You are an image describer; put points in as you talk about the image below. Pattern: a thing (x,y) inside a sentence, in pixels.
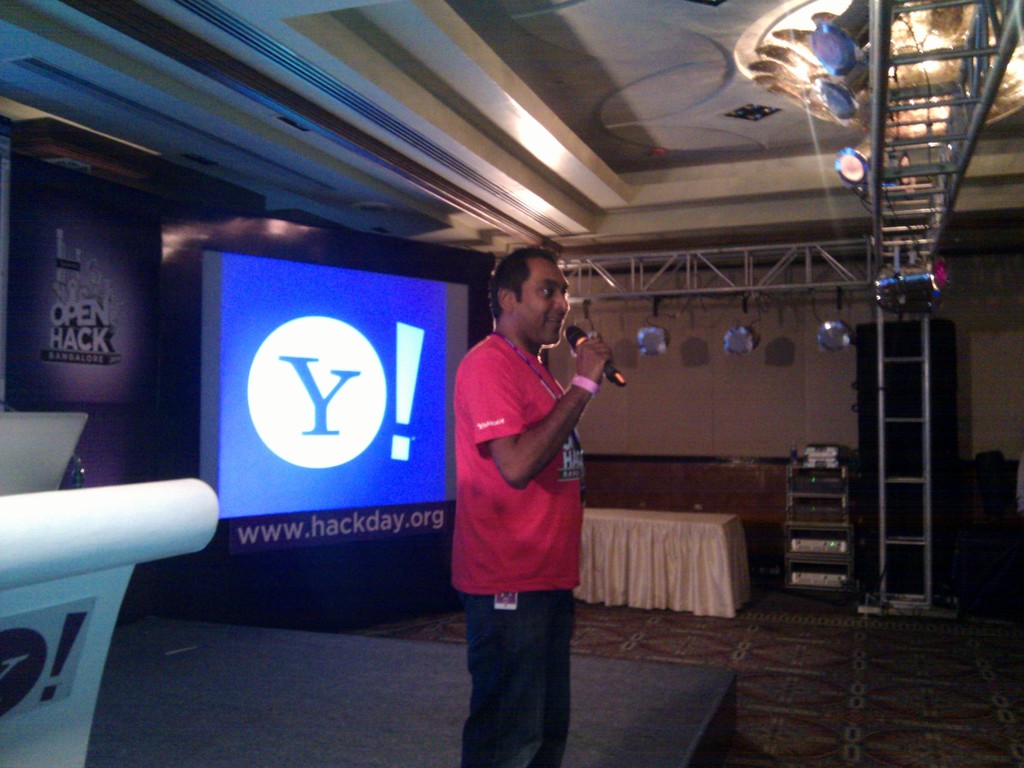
In the image we can see there is a person (537,716) standing on the stage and he is holding mic (609,365) in his hand (594,367). Behind there is a projector screen (363,391) and there is a banner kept on the wall (197,402). Its written ¨Open Hack¨ on the banner (80,245) and there is a table (686,560) kept on the floor (773,662). There are lightings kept on the iron pole (876,46).
